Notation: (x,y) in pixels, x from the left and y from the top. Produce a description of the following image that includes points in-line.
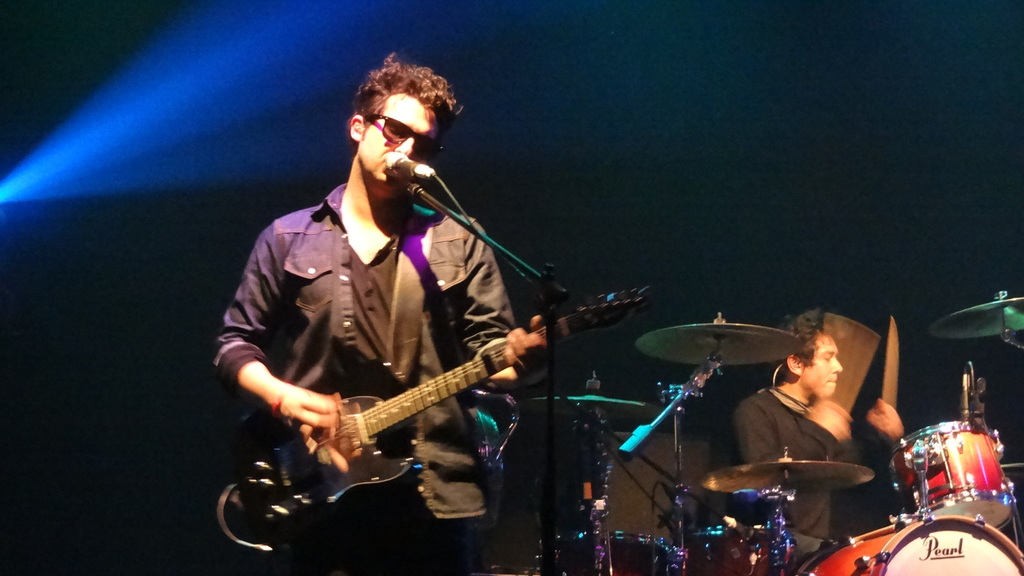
In this image i can see a man (305,218) standing and playing guitar (360,405) and singing in front of a micro phone (391,170) wearing black dress (367,344), at right (796,432) the other man (784,429) sitting wearing black dress (780,416) and playing drums (965,432).
